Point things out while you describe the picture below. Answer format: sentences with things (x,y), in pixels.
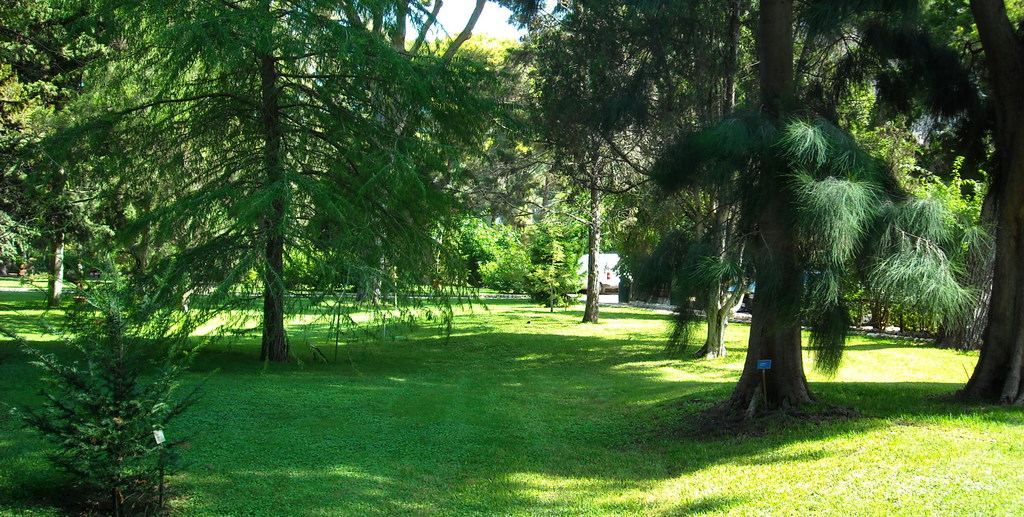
In this picture we can see the park (968,417). In the background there is a white car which is parked near to the wooden fencing (657,296). On the right (911,194) we can see many trees (985,260). At the bottom (358,445) we can see plants (99,467) and grass (488,490). At the top (470,0) we can see sky (452,4) and clouds (443,8).
